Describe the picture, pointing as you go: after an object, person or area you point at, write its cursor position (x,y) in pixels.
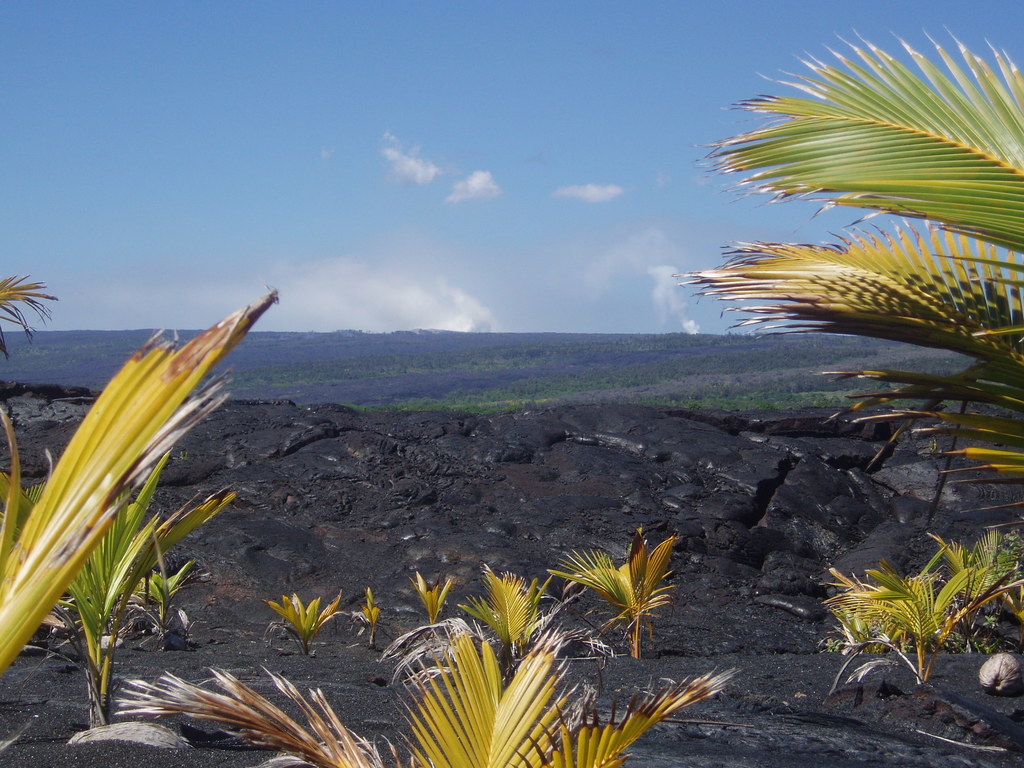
In this picture, we can see the ground (468,507) in black color, and we can see some plants (509,764), grass (263,372), and some objects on the ground (873,755), and we can see the sky (614,306) with clouds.
